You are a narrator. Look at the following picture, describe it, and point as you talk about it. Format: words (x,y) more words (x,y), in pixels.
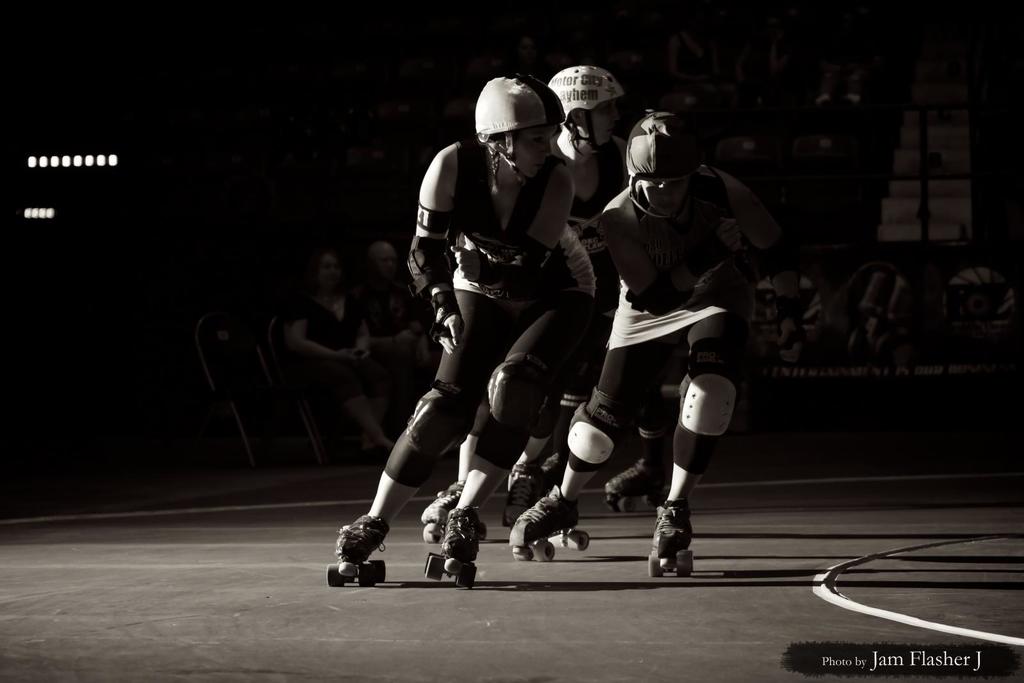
In the middle of the image (504,229) few people (650,140) are skating. Behind them few people (334,330) are sitting and watching.
